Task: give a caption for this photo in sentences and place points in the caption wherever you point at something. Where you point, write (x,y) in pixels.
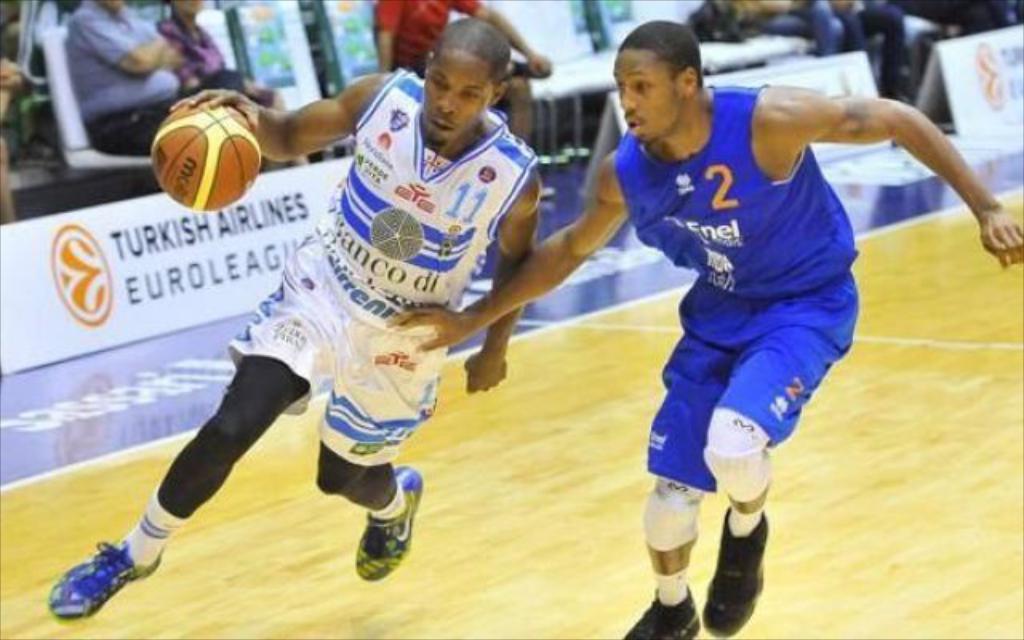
In this picture we can see two people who are playing a basketball. In the background (199,72) we can see a few people (190,75) who are sitting and watching the game.
